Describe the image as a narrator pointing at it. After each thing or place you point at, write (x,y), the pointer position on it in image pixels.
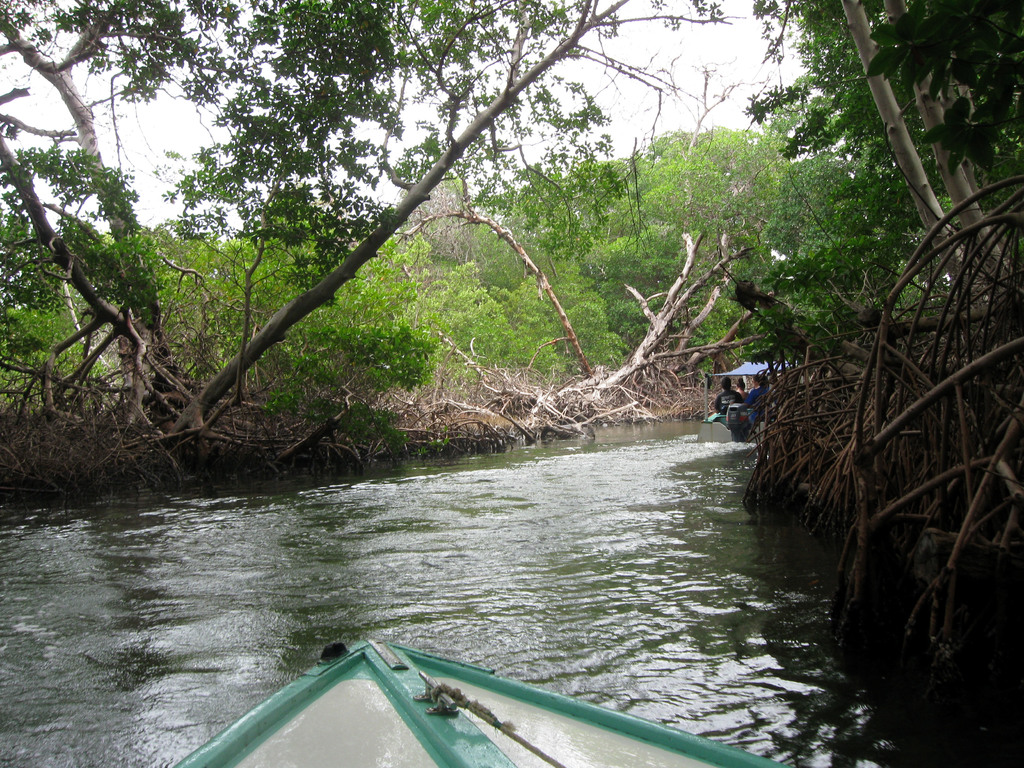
At the bottom of the image (335,550) there is a canal (624,535) and we can see boats (386,685) on the canal (693,465). There are people (737,396) sitting in the boats (723,431). In the background (241,262) there are trees (892,99) and sky (110,151).
